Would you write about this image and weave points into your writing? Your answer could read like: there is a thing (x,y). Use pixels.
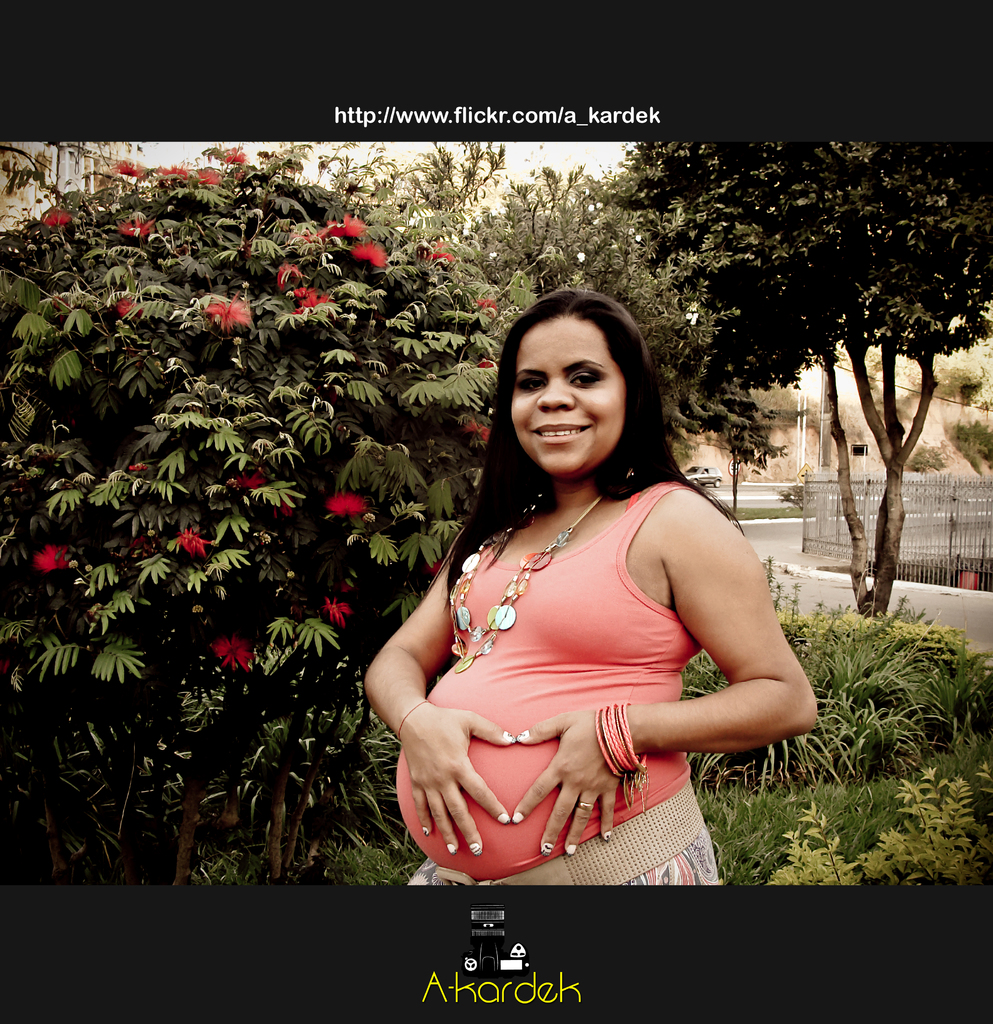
In this picture we can see a woman (570,815) smiling and in the background (343,528) we can see fence (956,517), trees (400,263), car (697,479) on the road (748,485).
